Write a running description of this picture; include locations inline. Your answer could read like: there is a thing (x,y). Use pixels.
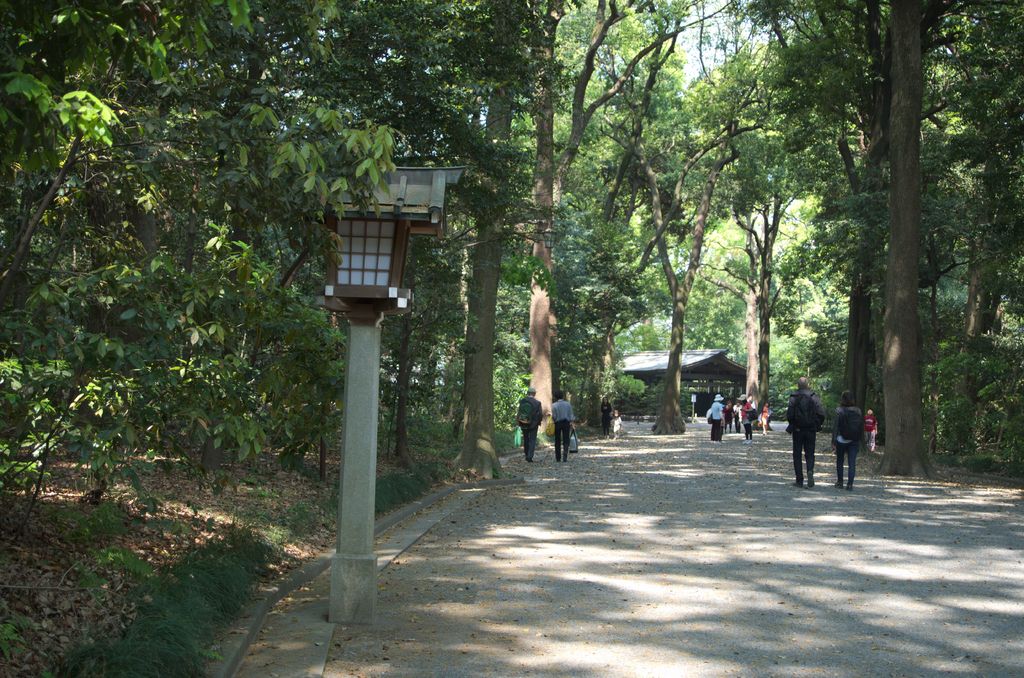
In this image there are few people (615,425) walking on the path (615,483) and there is a pole (377,414) with some wooden structure (399,285) on top of it, there is a house (664,368). On the left (167,373) and right side of the image (840,242) there are trees (544,230).
